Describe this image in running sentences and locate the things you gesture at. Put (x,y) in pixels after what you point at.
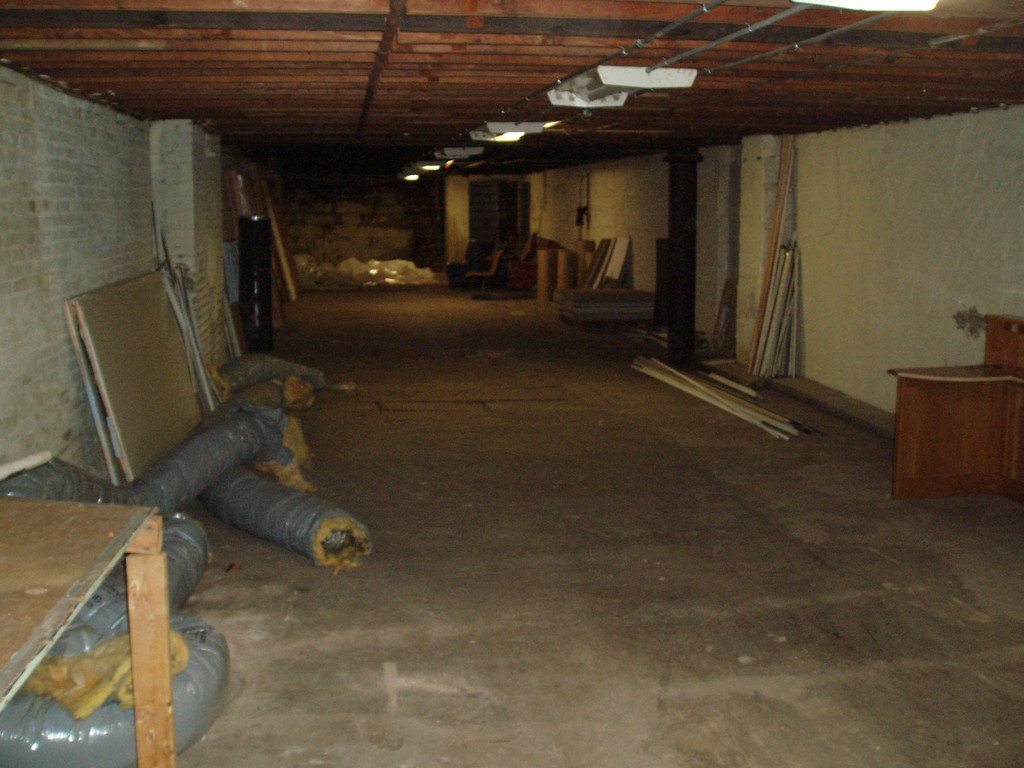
This is an inner view of a building (470,480) containing some tables (127,541), wood pieces (65,600), pipes (226,427), pole (687,215) and some objects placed on the floor (435,542). We can also see a wall (578,238) and some ceiling lights (483,135) to a roof (429,133).
